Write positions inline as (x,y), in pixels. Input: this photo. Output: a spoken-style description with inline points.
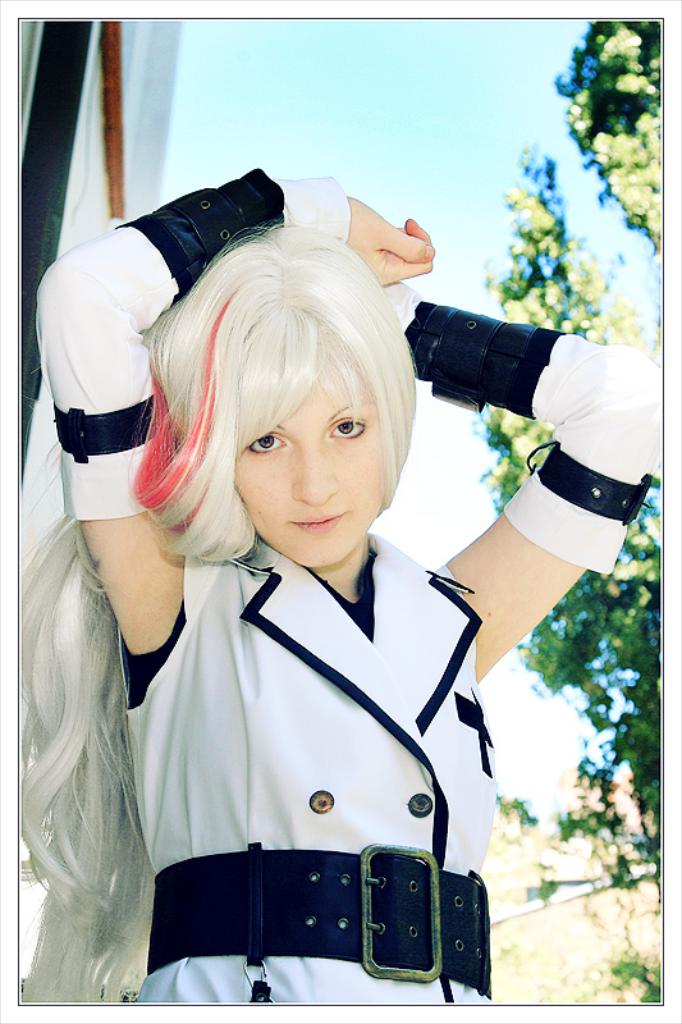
In this image, we can see a woman (307,715) in white dress (316,826) wearing a belt (313,874) and watching. Background (289,146) we can see the sky (300,139), pole (119,126), cloth (92,184) and trees (595,799).
